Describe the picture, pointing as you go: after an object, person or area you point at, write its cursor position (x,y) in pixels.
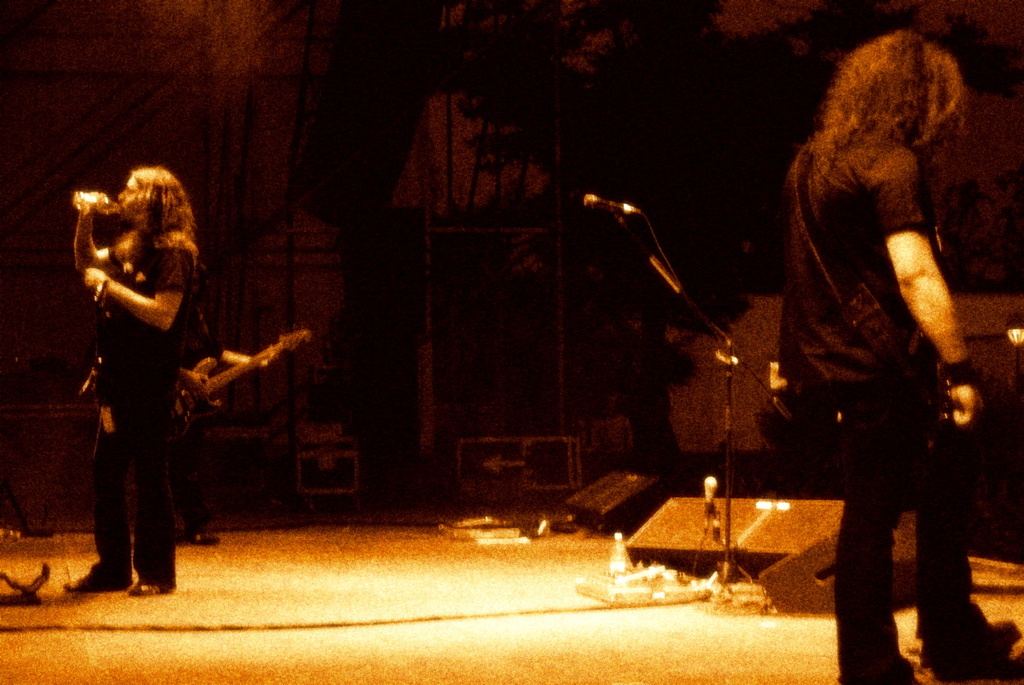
In this picture I see 2 men (871,102) who are standing and I see the man (143,361) on the left (114,381) is holding a thing (101,201) near to his mouth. In the middle of this picture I see a tripod (718,356) on which there is a mic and I see few equipment (672,512) on the ground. In the background (565,179) I see that it is a bit dark.
